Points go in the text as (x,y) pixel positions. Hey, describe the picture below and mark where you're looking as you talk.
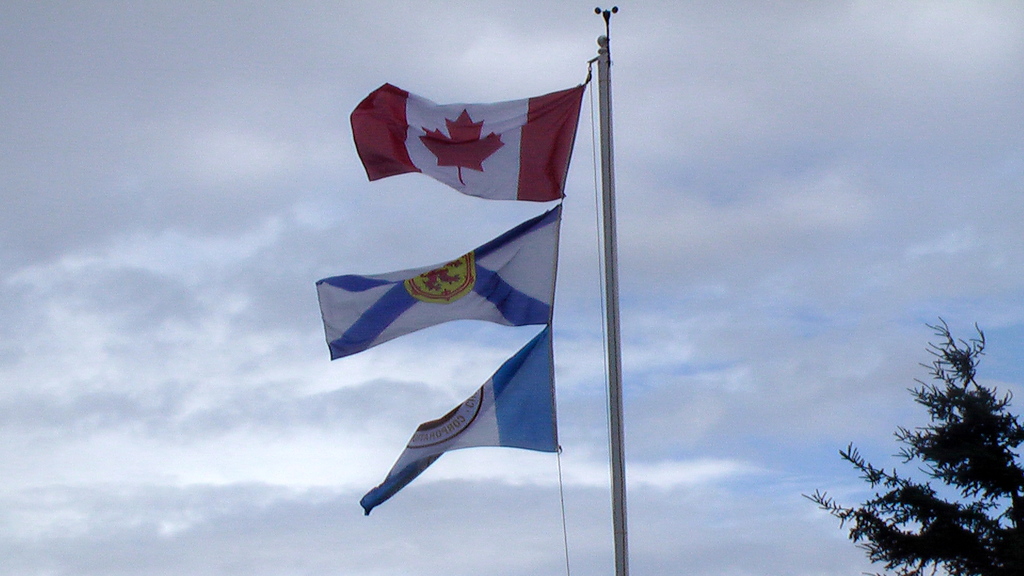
In this image I can see a three different flags (502,178). They are in red, white and blue color. Flags (518,171) are attached to the white color pole (622,390). I can see trees (878,494). The sky (785,331) is in white and blue color.
